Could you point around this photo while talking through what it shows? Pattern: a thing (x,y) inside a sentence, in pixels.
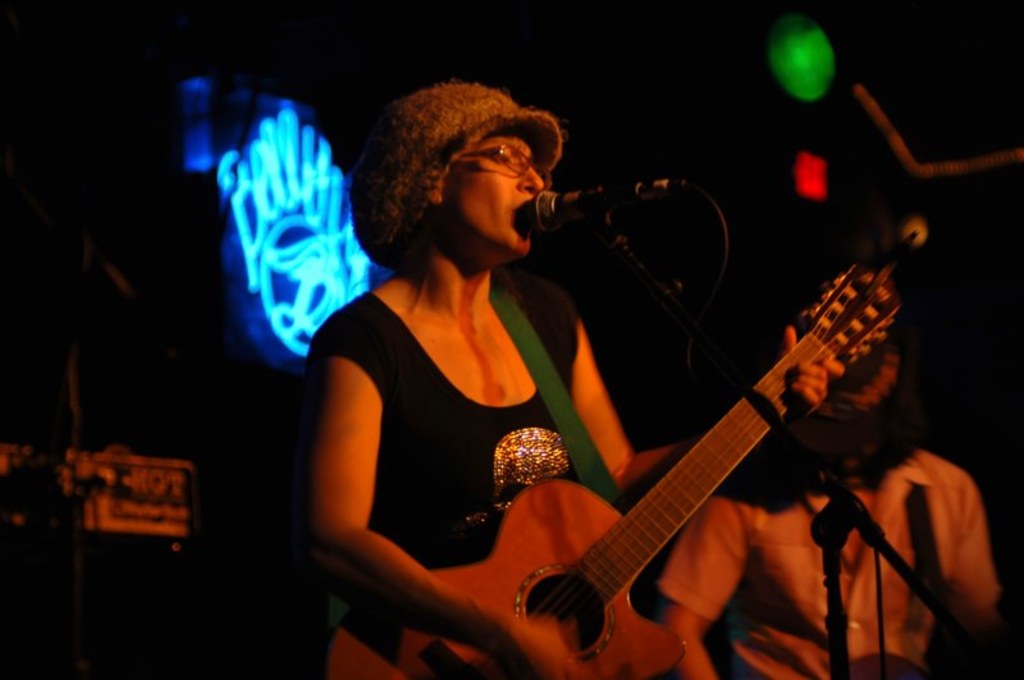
This picture shows a woman (363,546) standing and playing guitar (366,664) and singing with the help of a microphone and we see a man (772,664) standing on the side and we see a light (312,298) back of her
